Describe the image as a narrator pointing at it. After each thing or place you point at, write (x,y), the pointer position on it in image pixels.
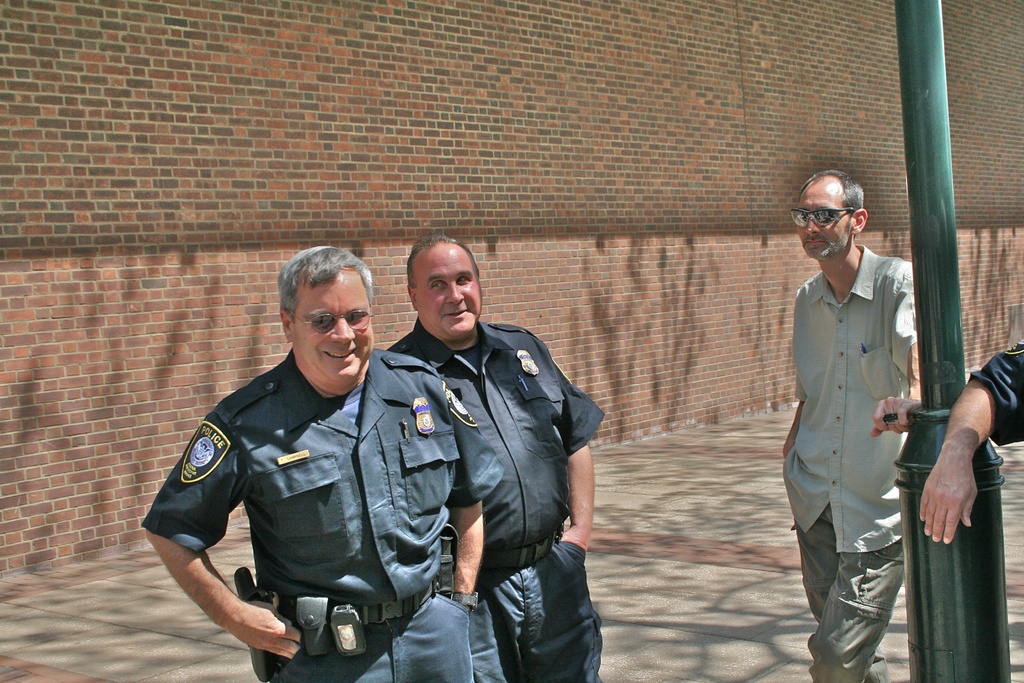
In this image I can see two persons (421,472) wearing uniforms (462,466) are standing and another person (835,401) wearing shirt (821,390), pant (860,617) and goggles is standing. I can see a metal pole (930,331) which is green in color, a person's hand (970,503) and the sidewalk (727,537). In the background (674,343) I can see the wall (677,212) which is made of bricks (497,212).
